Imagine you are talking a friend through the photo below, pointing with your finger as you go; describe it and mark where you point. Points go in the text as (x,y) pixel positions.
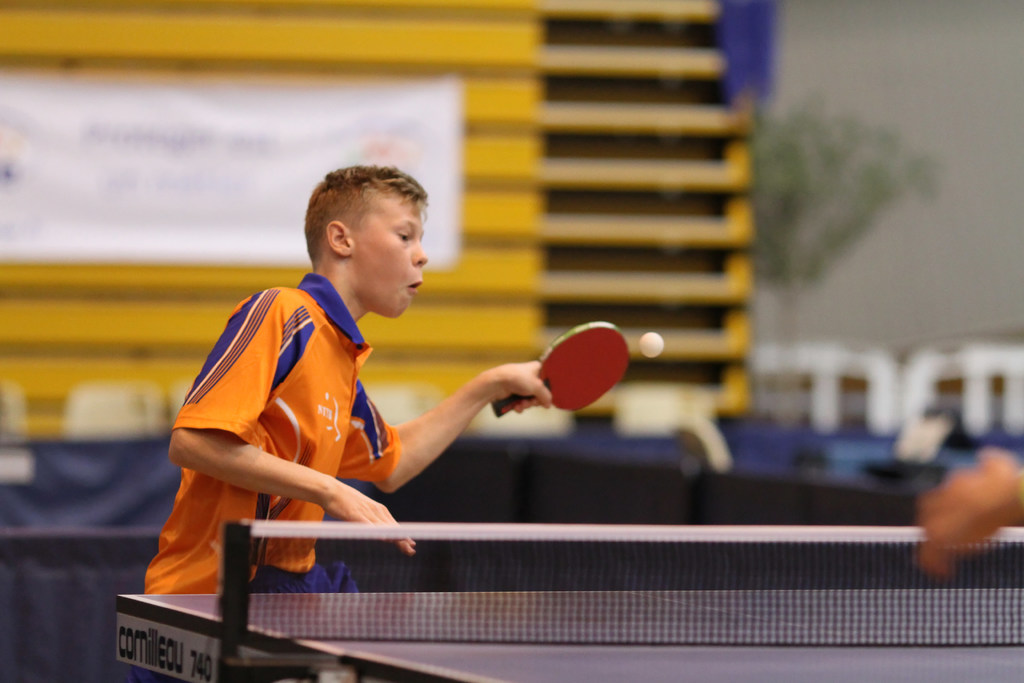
This image is clicked in a table tennis court (453,528). There is a table tennis bat (606,353) in his hand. There is a ball (658,345). There is a person (199,380) standing near the table (286,669). He is wearing orange color dress (268,442). There is a net (496,607) in the bottom (441,567).
